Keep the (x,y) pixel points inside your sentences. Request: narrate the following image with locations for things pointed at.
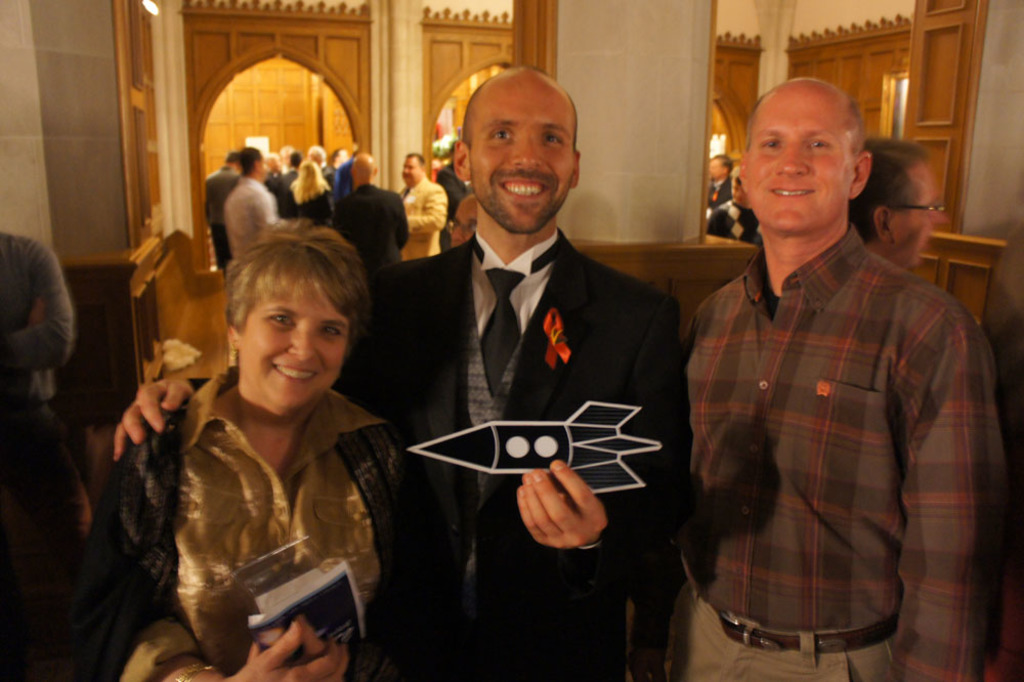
In the foreground of this image (729,520), there are two men (506,278) and a woman (387,503) posing to a camera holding few objects (331,596). Behind them, there is a man (903,214) on the right (876,247) and a man (45,350) on the left (29,327). In the background (349,176), there are people (349,176), arches (220,41) and the wall (607,16).
